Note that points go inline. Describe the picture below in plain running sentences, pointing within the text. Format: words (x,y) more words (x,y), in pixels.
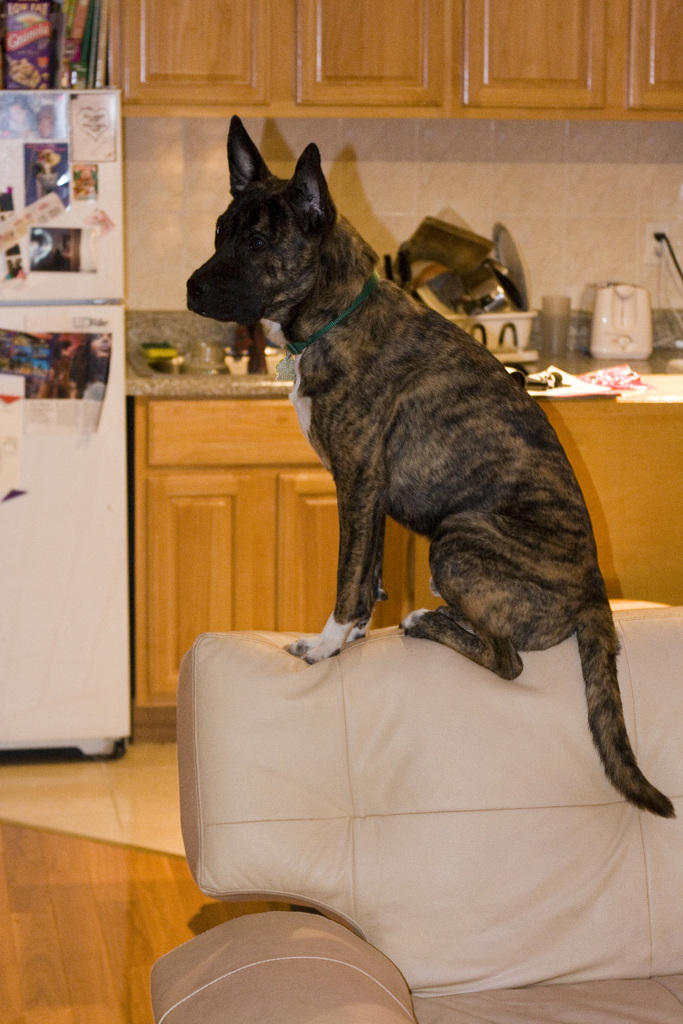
In this image we can see a black color dog (361,565) is on the sofa (441,987) and we can see the wooden floor (114,906). In the background (323,560), we can see wooden cupboards (192,492), we can see sink (159,364), a few utensils (491,272) here and refrigerator (114,374) on which we can see some stickers (44,414).
